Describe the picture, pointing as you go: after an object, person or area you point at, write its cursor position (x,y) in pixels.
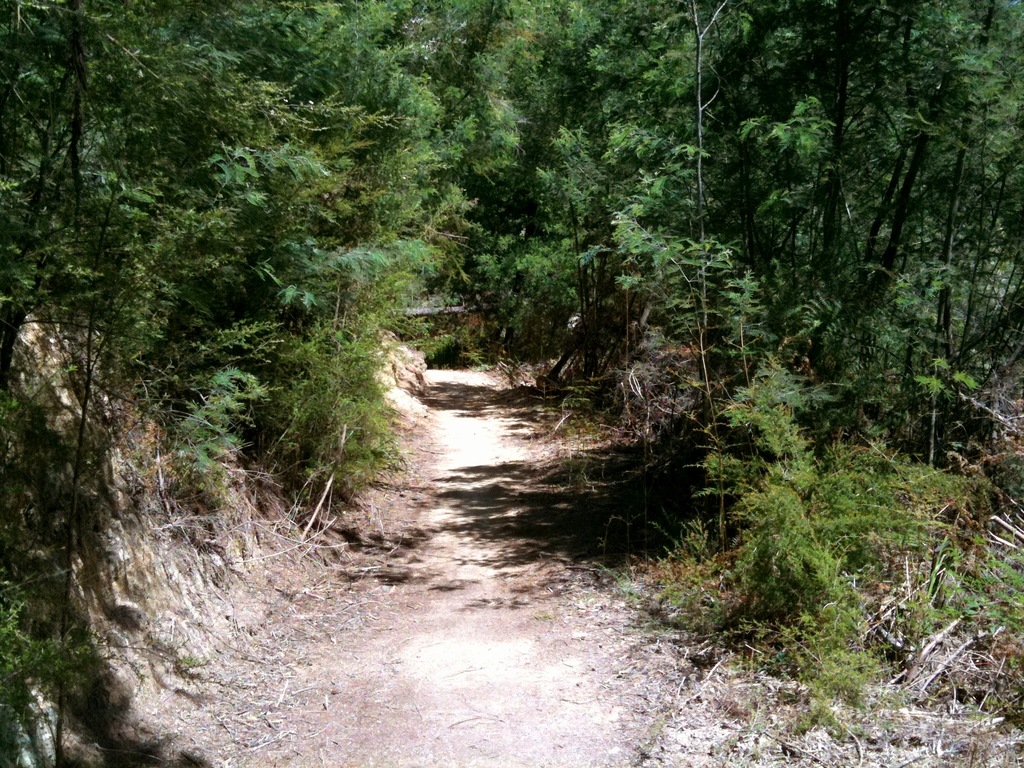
Here I can see a path (477,527). On the both sides I can see the plants (769,378) and trees (367,155).
